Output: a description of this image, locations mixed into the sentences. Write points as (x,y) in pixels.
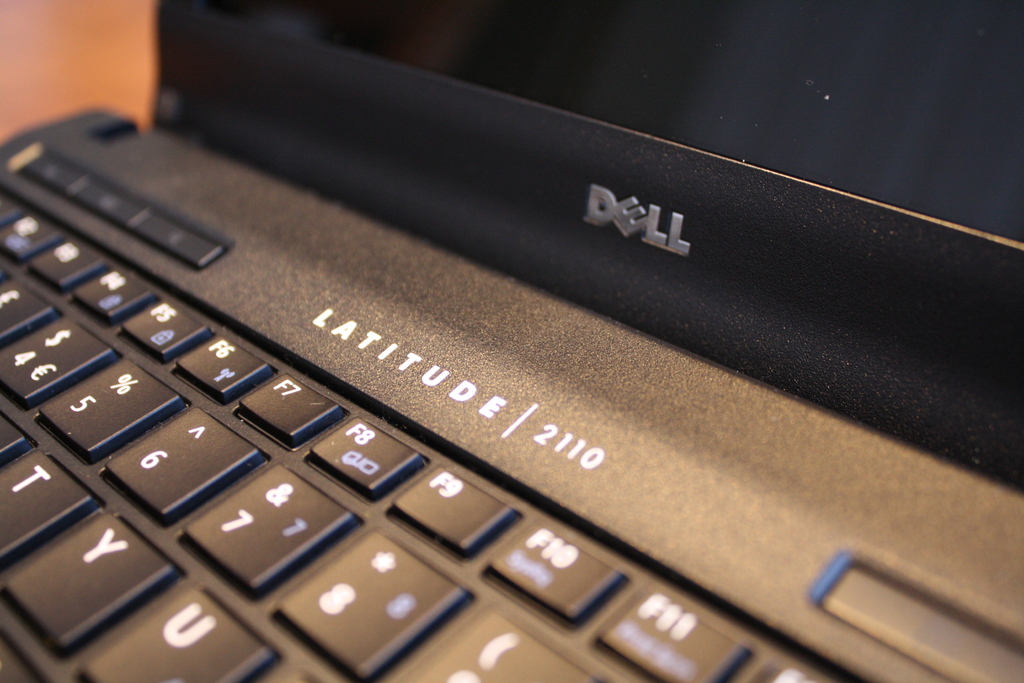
In this image I can see the laptop (450,242) which is in black and grey color. And I can see the numbers (401,611) and alphabets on the keyboard (187,541).
